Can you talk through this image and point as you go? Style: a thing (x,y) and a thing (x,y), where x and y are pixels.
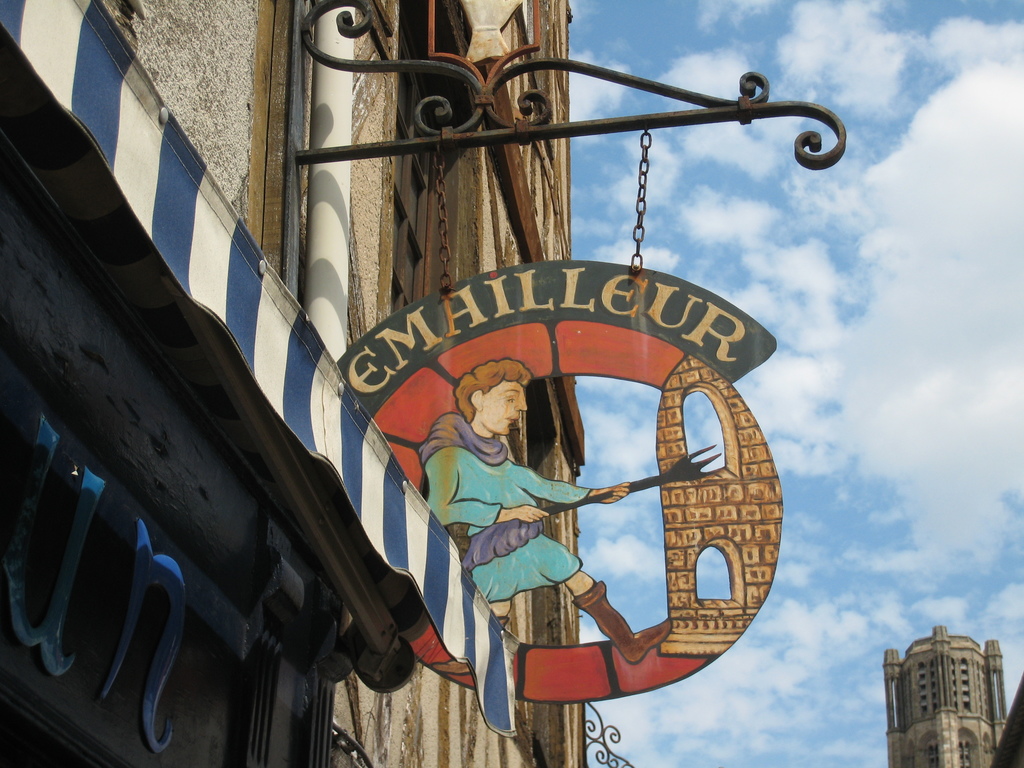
In this image, we can see a board (484,362) and pipe (329,225) on the wall (211,137). There is a 3D text (167,554) in the bottom left of the image (151,745). There is a building (945,689) in the bottom right of the image (933,710). There is a sky (906,639) on the right side of the image (929,555).
